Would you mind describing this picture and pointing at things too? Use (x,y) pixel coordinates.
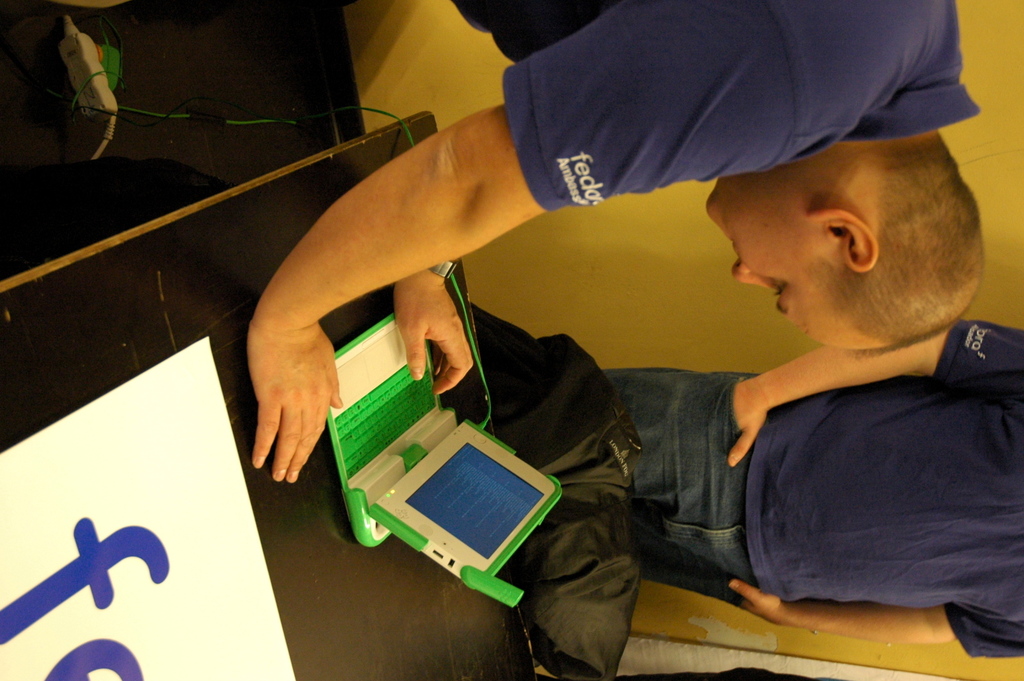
In this image I can see two people (693,456) with blue color dresses (619,178). In-front of these people (824,409) I can see the laptop (338,467) and the black color cloth (605,564) on the table (298,553). I can also see some wires (107,41) on the floor (194,78). In the background (654,230) I can see the yellow color wall (654,230).
